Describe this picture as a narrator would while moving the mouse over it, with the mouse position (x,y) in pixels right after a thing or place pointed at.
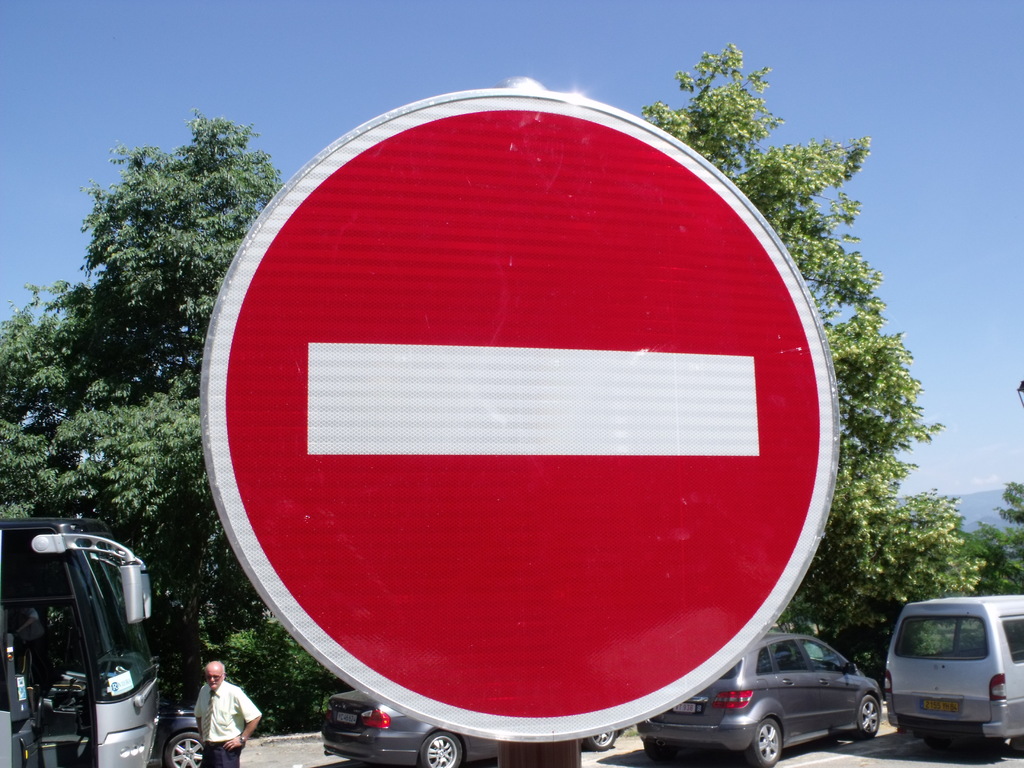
In this image we can see the no entry sign board (416,263), behind the sign board (450,522) there are few vehicles (970,719) parked and a person (224,710) is standing. In the background (967,272) there are trees (809,159) and the sky (844,123).
